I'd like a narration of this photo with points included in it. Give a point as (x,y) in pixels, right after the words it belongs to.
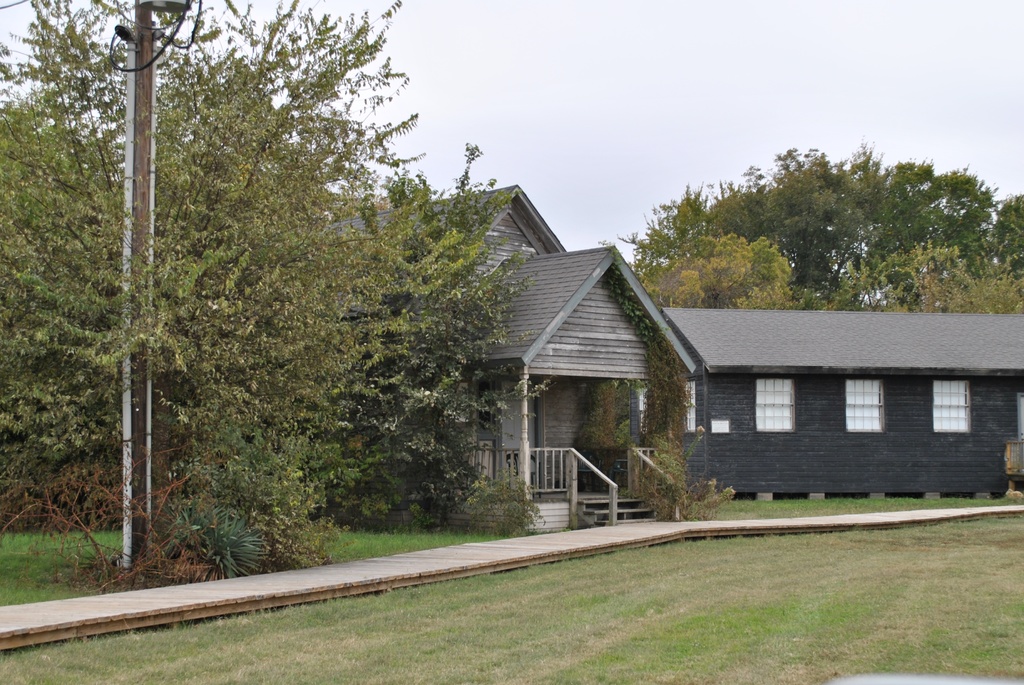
Here we can see house (595,366). Beside this house (629,334) there are trees (442,272) and pole (144,472). Land (309,610) is covered with grass (548,636). Sky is cloudy. To this house (716,357) there are windows (949,405) and door (516,441).
